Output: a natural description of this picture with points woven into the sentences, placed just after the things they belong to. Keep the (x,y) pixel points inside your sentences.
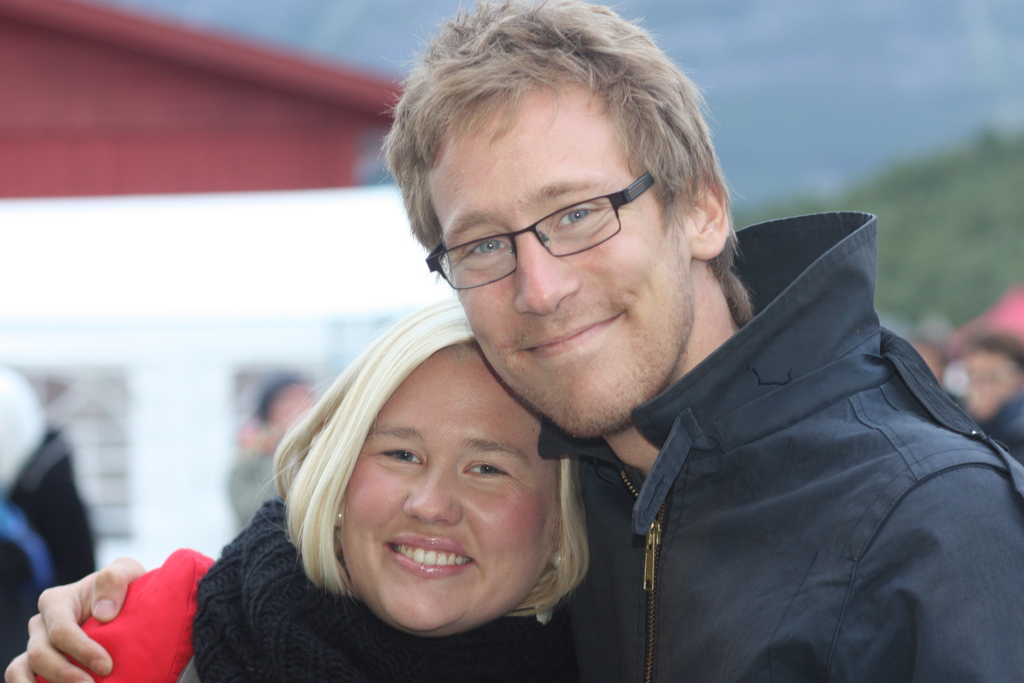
In this image we can see two people (335,449). And we can see some other people (1004,365). And we can see the blurred background (798,100).
